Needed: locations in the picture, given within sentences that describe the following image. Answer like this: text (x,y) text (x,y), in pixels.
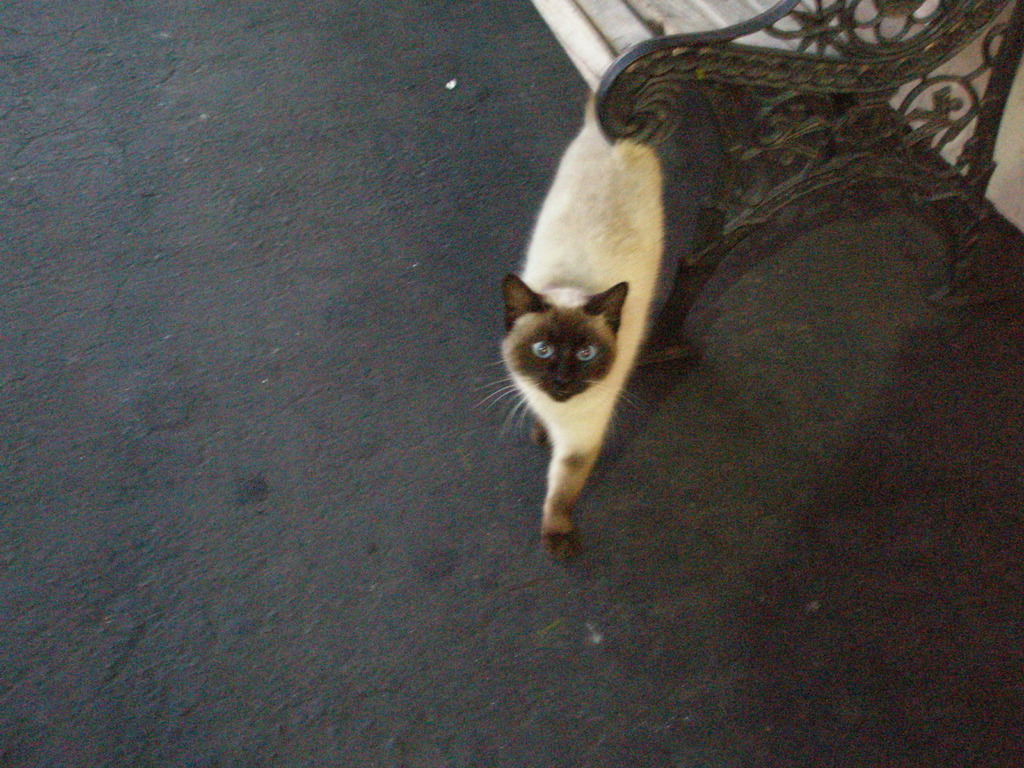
In this image, we can see a cat (619,276) which is colored white and black. There is a bench (810,104) in the top right of the image (814,76).
